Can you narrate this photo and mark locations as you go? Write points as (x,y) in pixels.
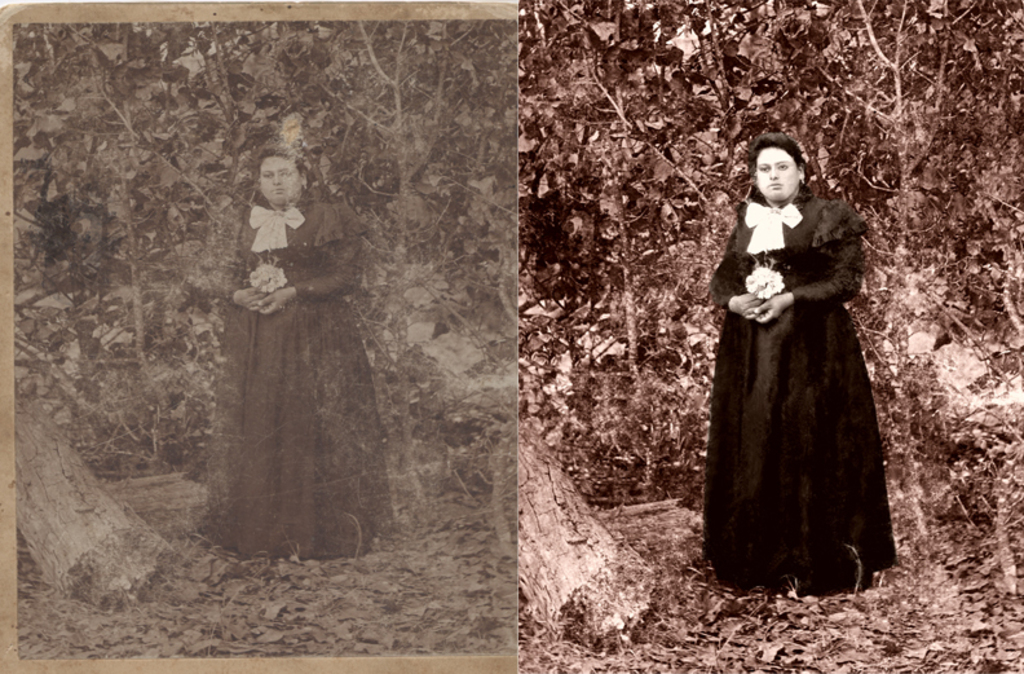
Here this is a black and white image, in which on the left side (321,445) we can see a photograph (364,412) present on the sheet (493,667), in which we can see a woman (268,257) standing on the ground (226,609) and we can see plants (185,176) and trees (29,372) and a log (90,528) and dry leaves (206,555) on the ground (402,528) and on the right side (748,424) we can see digital image (705,258) of the woman (713,461) standing.
